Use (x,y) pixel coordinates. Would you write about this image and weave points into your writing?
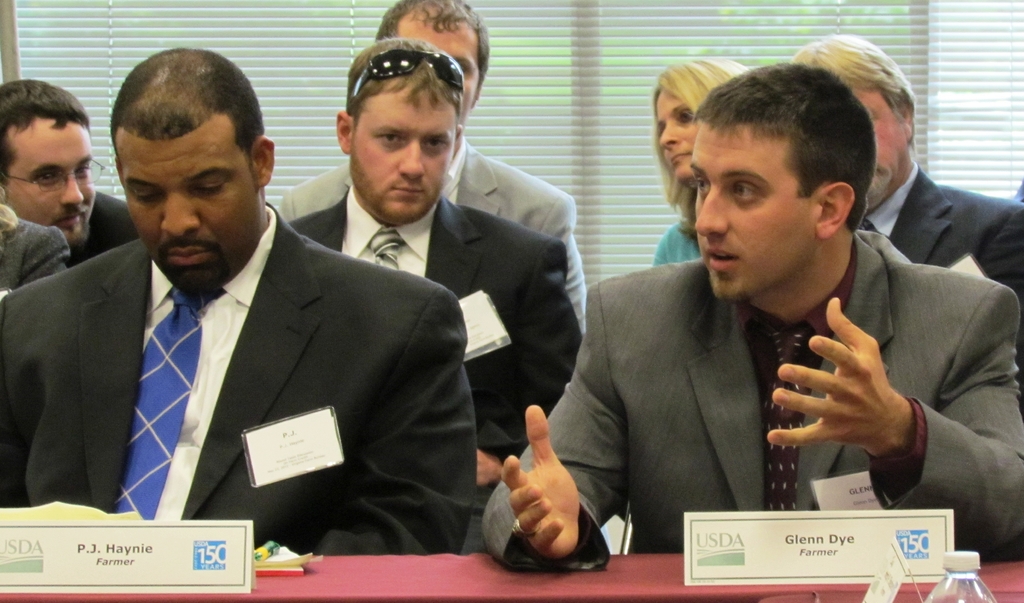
In this image we can see people (549,282) sitting. At the bottom (276,600) there is a table (296,598) and we can see a bottle (937,599), boards (934,573) and books (302,562) placed on the table (417,589). In the background (556,38) there is a window (611,58) and a curtain (606,136).
